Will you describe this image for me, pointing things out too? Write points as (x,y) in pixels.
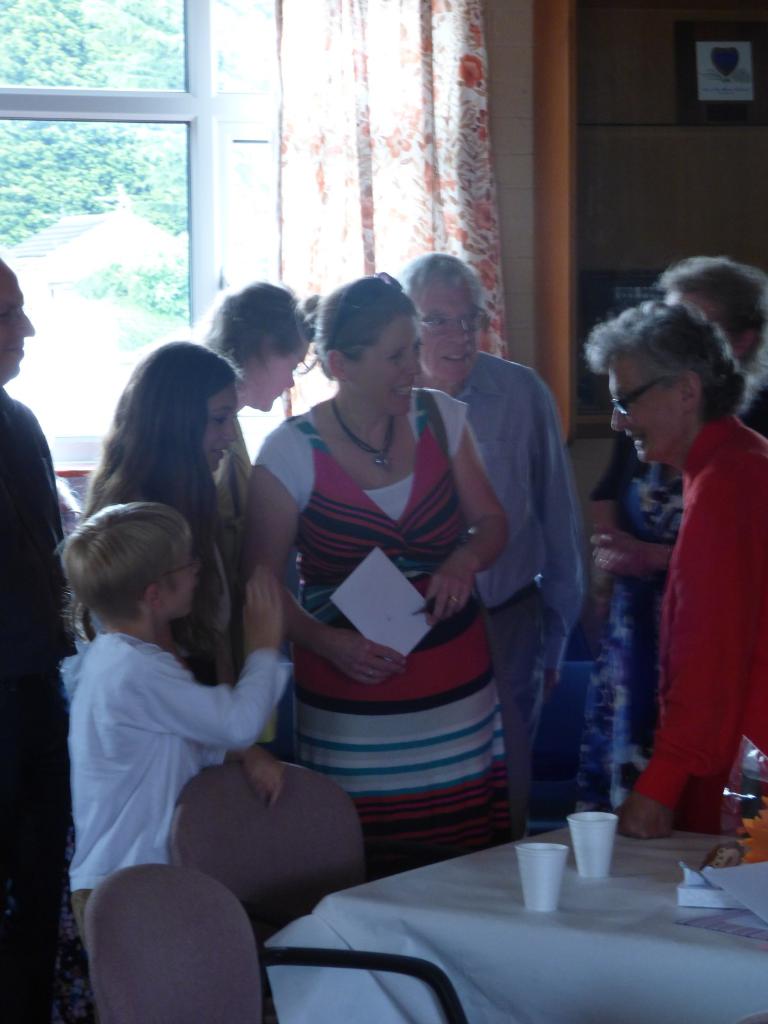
In this image I can see few chairs (195,833), a table (726,974) and on the table (689,946) I can see few white colored cups (554,849) and few other objects (734,862). I can see few persons (556,538) standing, the wall (691,181), a photo frame (697,63), the curtain (399,139) and the glass window (151,142) through which I can see few trees (135,131) which are green in color.
